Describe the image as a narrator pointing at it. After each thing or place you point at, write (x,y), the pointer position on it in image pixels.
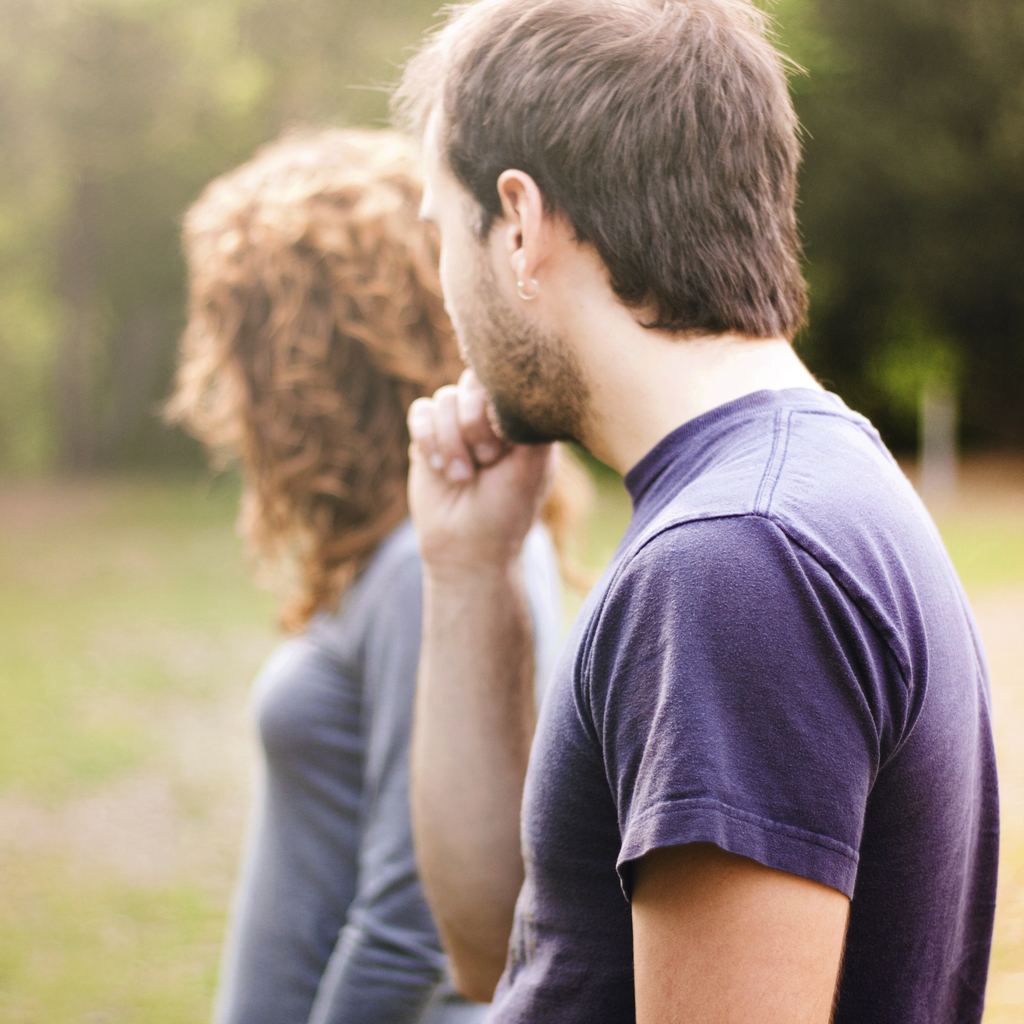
In this picture we can see there are two people (485,806) standing on the path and behind the people (745,81) there are trees (880,413).
